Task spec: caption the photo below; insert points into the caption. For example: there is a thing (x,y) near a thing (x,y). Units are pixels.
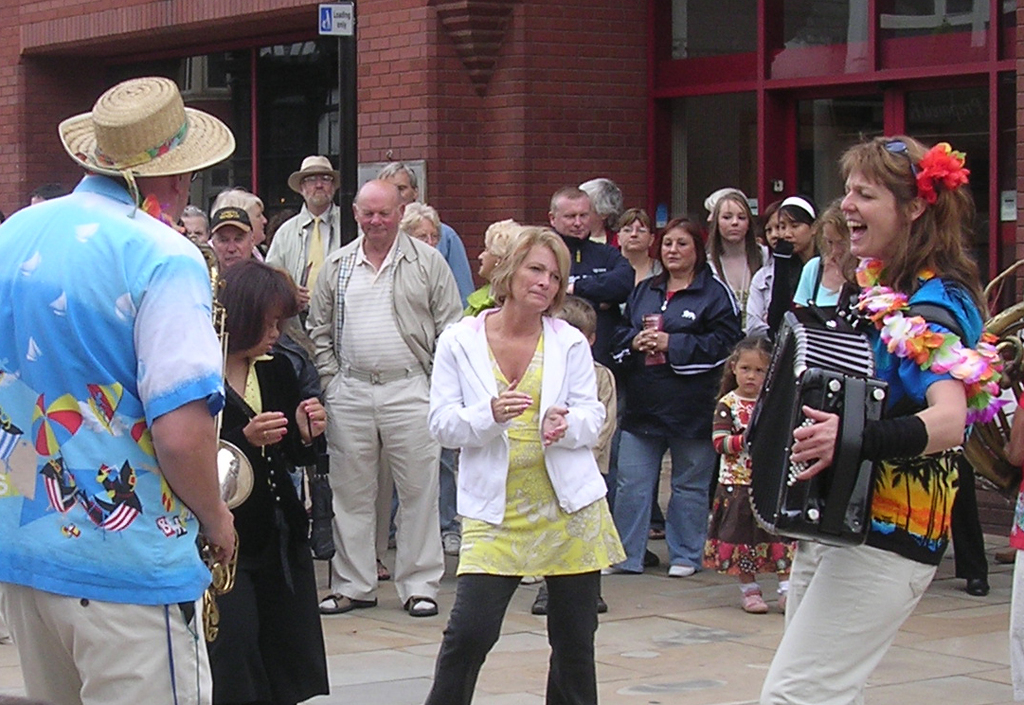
In this image, there are group of people (353,256) standing on the road (442,597) and watching the two musicians (873,494) who are performing two instruments (797,428) here and here. The background wall (538,169) is brown in color and a door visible and a board (328,29) visible. On the right top (975,18) window (935,36) is visible. It looks as if the image is taken on the road (985,602) during day time.
